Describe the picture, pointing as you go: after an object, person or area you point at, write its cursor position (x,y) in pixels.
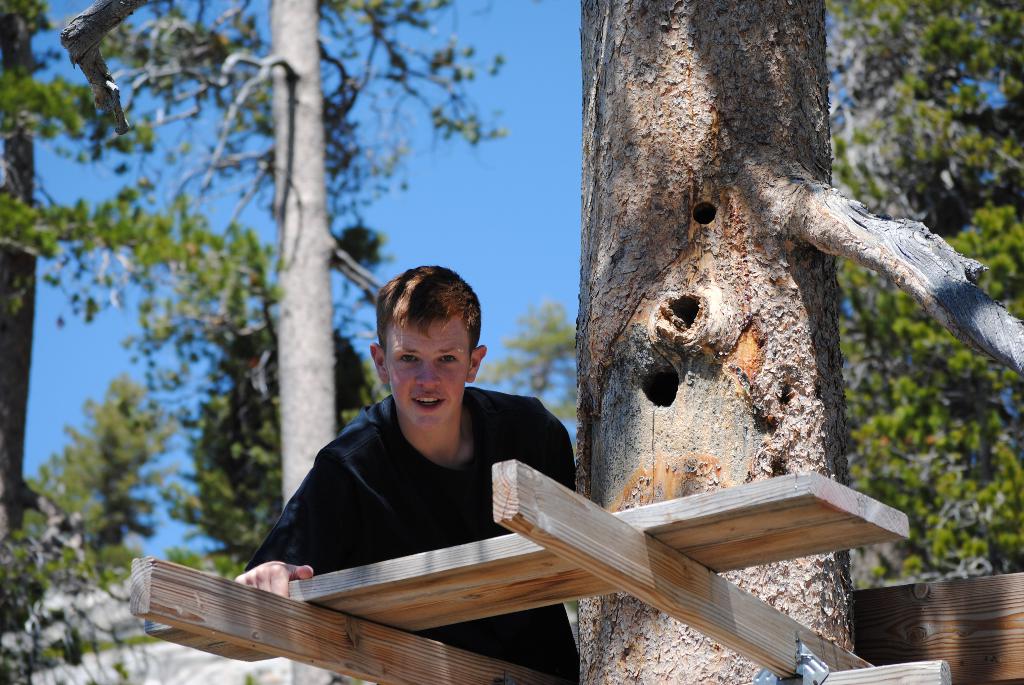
In the foreground of the picture (453,474) there is a boy (501,461) and there are wooden logs (728,548) and trunk (680,189) of a tree (736,135). The background (873,53) is blurred. In the background (272,171) there are trees (947,53). Sky (462,159) is sunny.
